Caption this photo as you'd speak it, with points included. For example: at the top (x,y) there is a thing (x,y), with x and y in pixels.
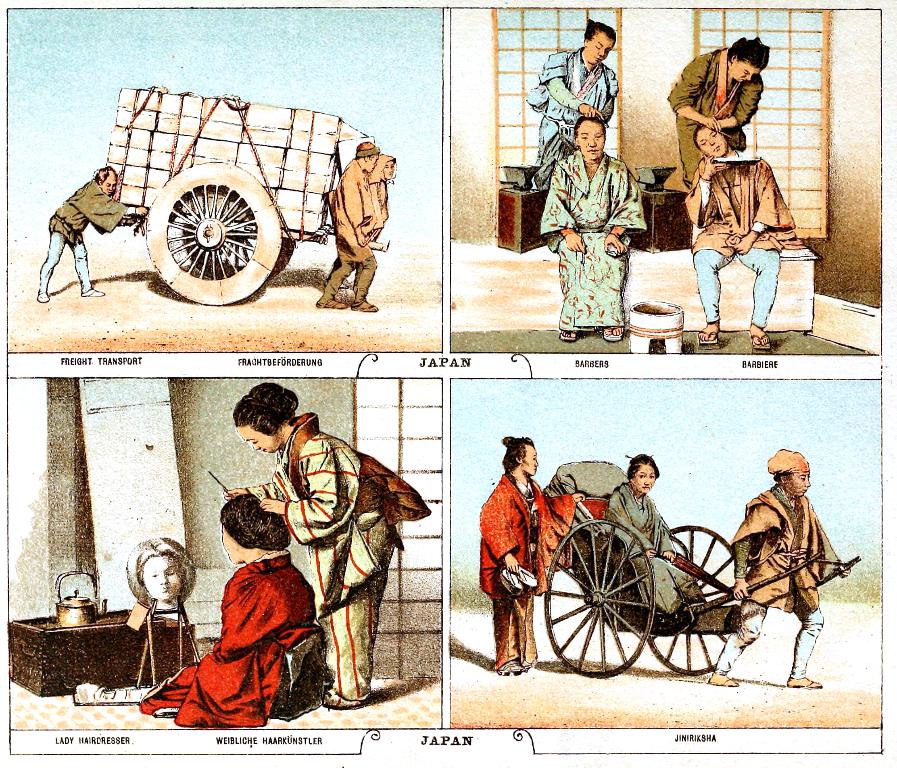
This looks like a collage picture. It looks like a painting. I can see few people (550,153) standing and few people (264,532) sitting. This looks like a mirror (160,564) and a kettle (84,621) on the table (74,627). I can see a person (729,649) holding a pulled rickshaw (629,612). This looks like a wheel cart (241,235). I can see the letters (463,359) on the image.
